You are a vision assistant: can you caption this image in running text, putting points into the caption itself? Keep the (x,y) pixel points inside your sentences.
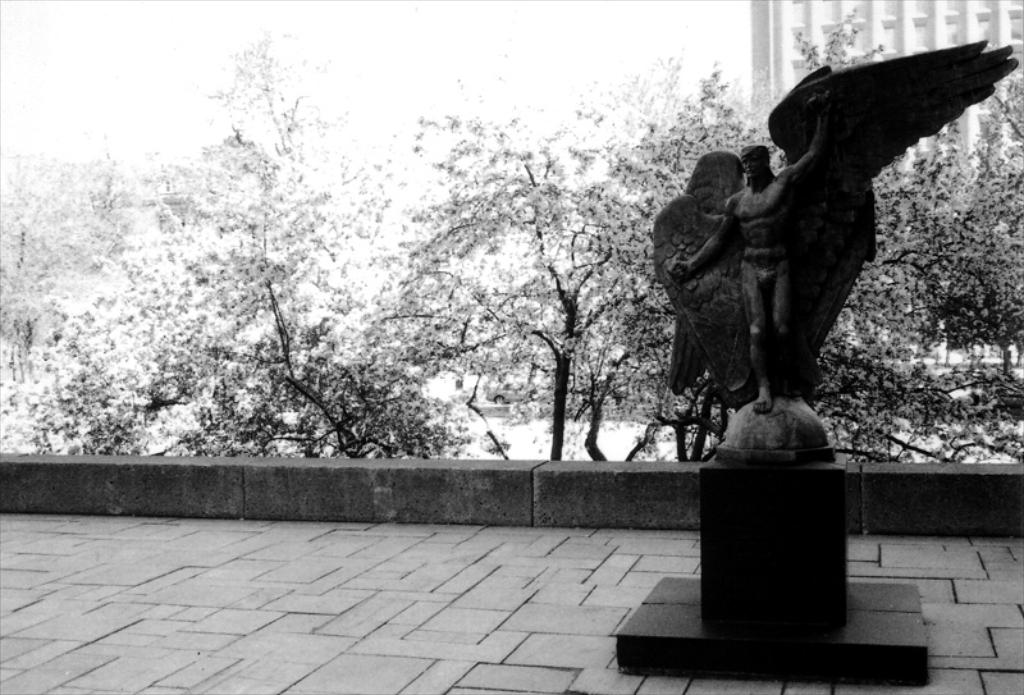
In the given image we can a statue (682,272). Back of the statue (794,333) there are many trees (480,216) and a building (769,46). We can even see a bright white sky (178,12). Statue (729,207) also has feathers (842,222).
